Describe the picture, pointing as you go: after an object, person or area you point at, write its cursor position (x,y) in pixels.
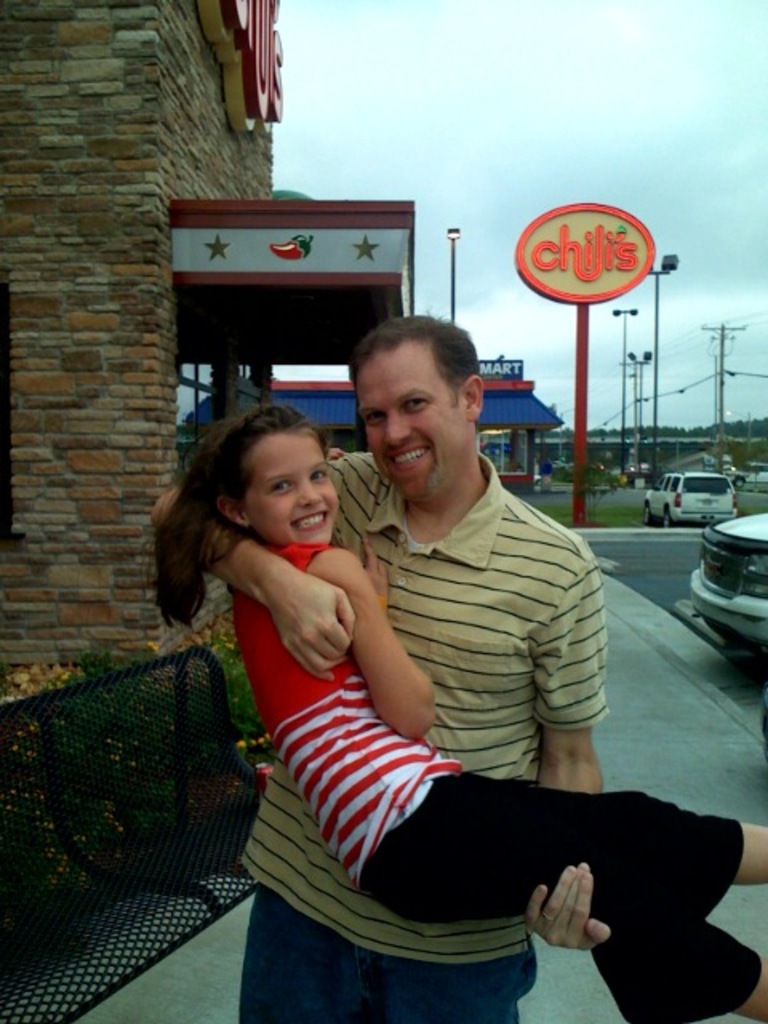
In this image we can see a man (413,960) is standing. We can see a girl (413,678) in the hands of the man (462,958). In the background (238,298), we can see buildings (154,473), poles (583,335), banners (575,265), plants (590,485), cars (701,503), road (649,569) and pavement (653,690). At the top of the image (493,80), we can see the sky (520,154) with clouds (493,156). We can see a bench (139,834) and plants (240,688) on the left side of the image (88,682).
